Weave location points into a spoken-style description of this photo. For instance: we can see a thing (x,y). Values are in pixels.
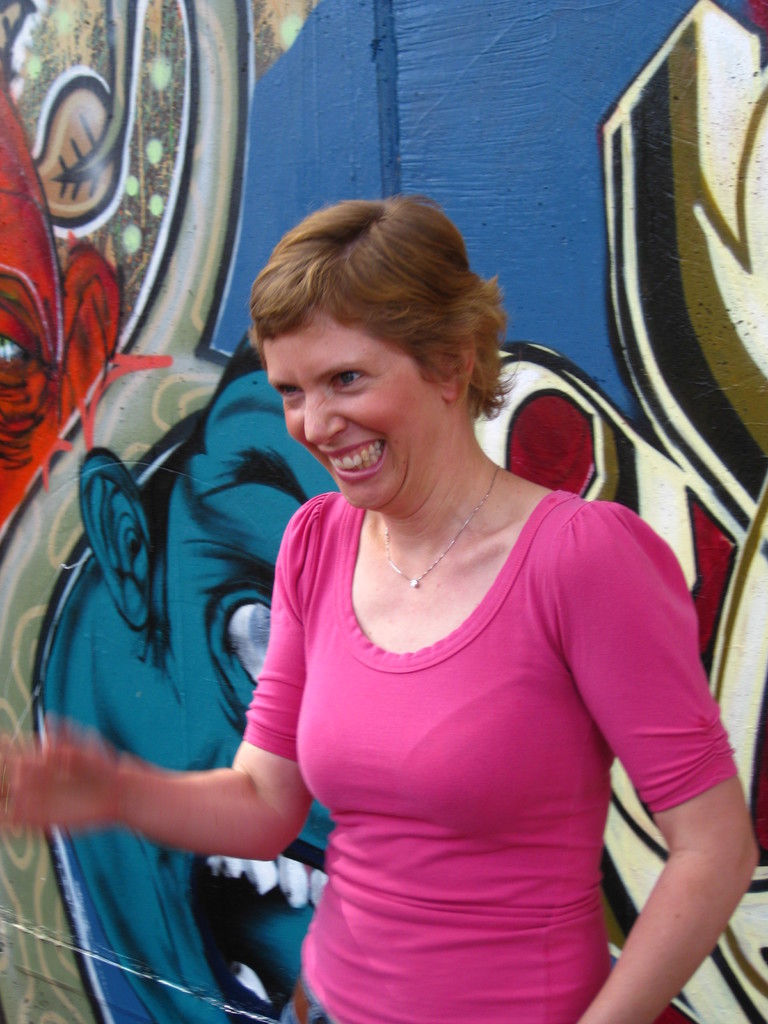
In the image we can see there is a lady (415,420) standing and behind there is a wall (200,295). There is a painting (159,630) on the wall (159,630).
